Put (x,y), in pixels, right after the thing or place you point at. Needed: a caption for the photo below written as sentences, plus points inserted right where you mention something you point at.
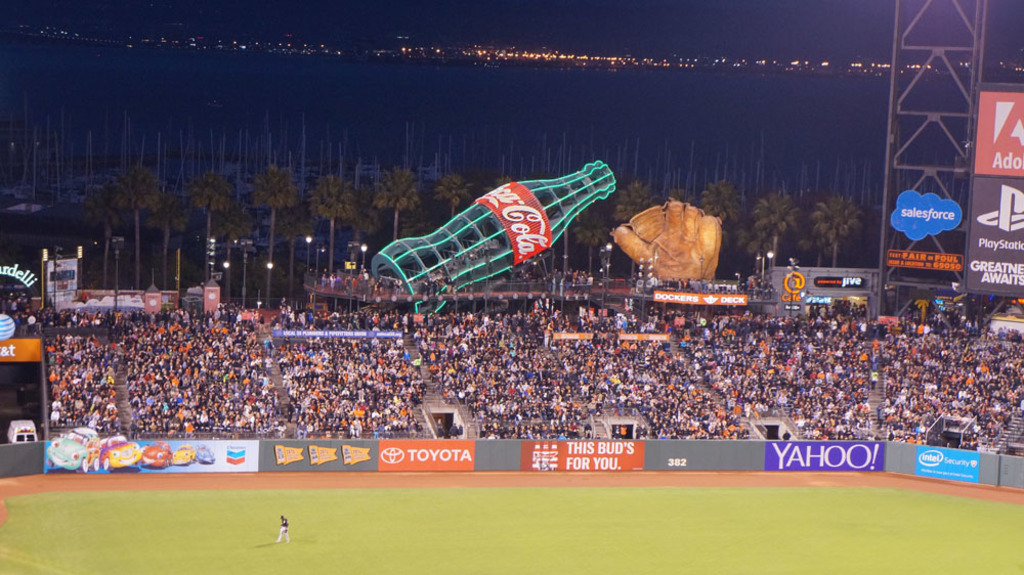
In this image, I can see groups of people (274,412). I think this is the stadium (379,459). I can see a person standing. This looks like a ground (433,534). I can see the hoardings (126,463). This looks like an advertising hoarding (436,264) of a bottle (498,247). These are the boards (927,216) attached to a pole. I can see the trees (157,214) and poles (178,264). In the background (450,58), I can see the lights (491,44).
